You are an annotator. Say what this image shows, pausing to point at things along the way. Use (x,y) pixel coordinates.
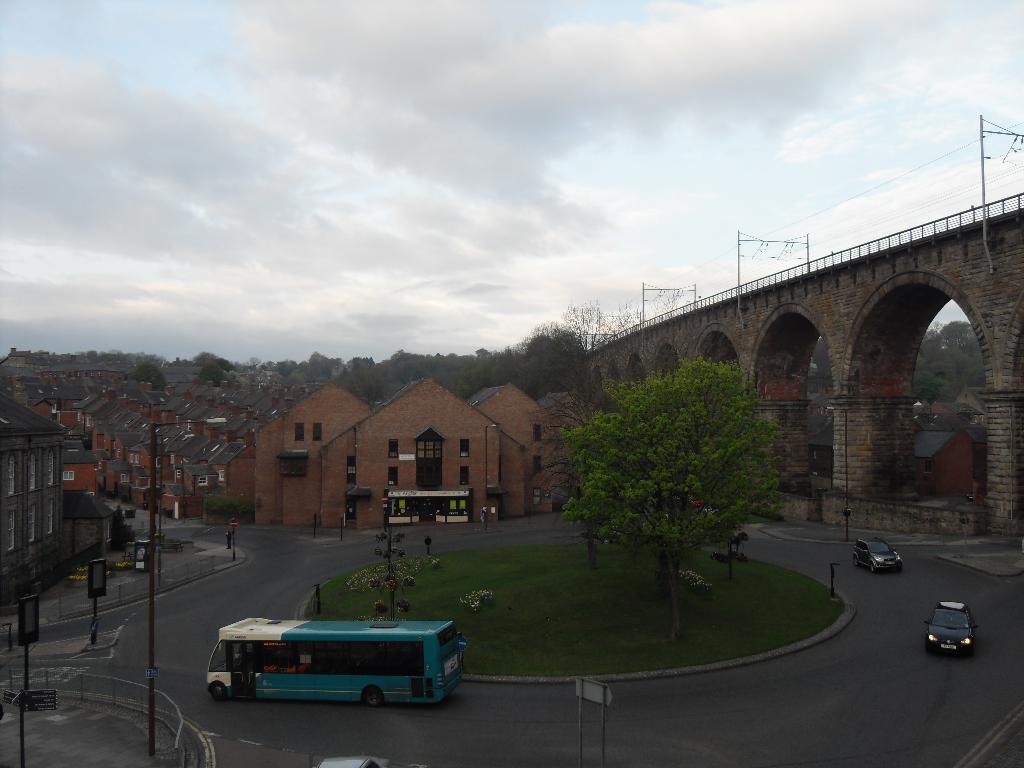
This is the aerial view image of a town (59,361), there are trees (563,429) in the middle (653,414) with vehicles (217,679) going around it on the road (946,737), in the back (249,441) there are buildings (472,430) with a bridge (859,357) on the right side (885,258) and above its sky (339,177) with clouds (231,174).
